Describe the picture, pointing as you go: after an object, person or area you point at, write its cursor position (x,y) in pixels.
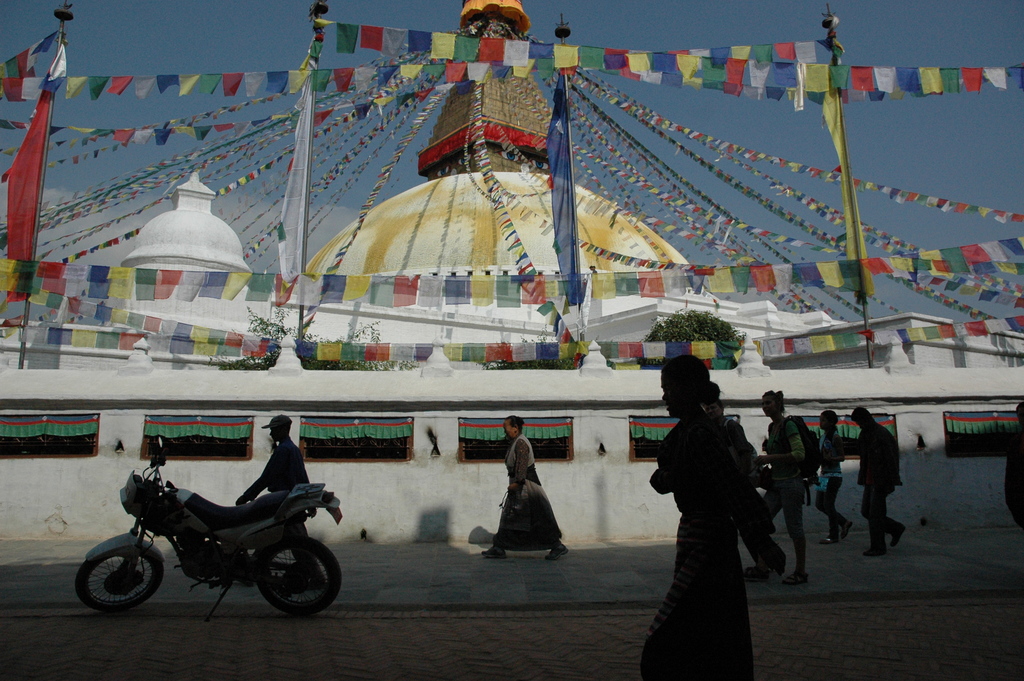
In this picture there are some men (886,476) and women (712,497) walking on the street (441,655). Behind there is a white color Buddha temple (151,394) with decorative colorful flags (707,164).
